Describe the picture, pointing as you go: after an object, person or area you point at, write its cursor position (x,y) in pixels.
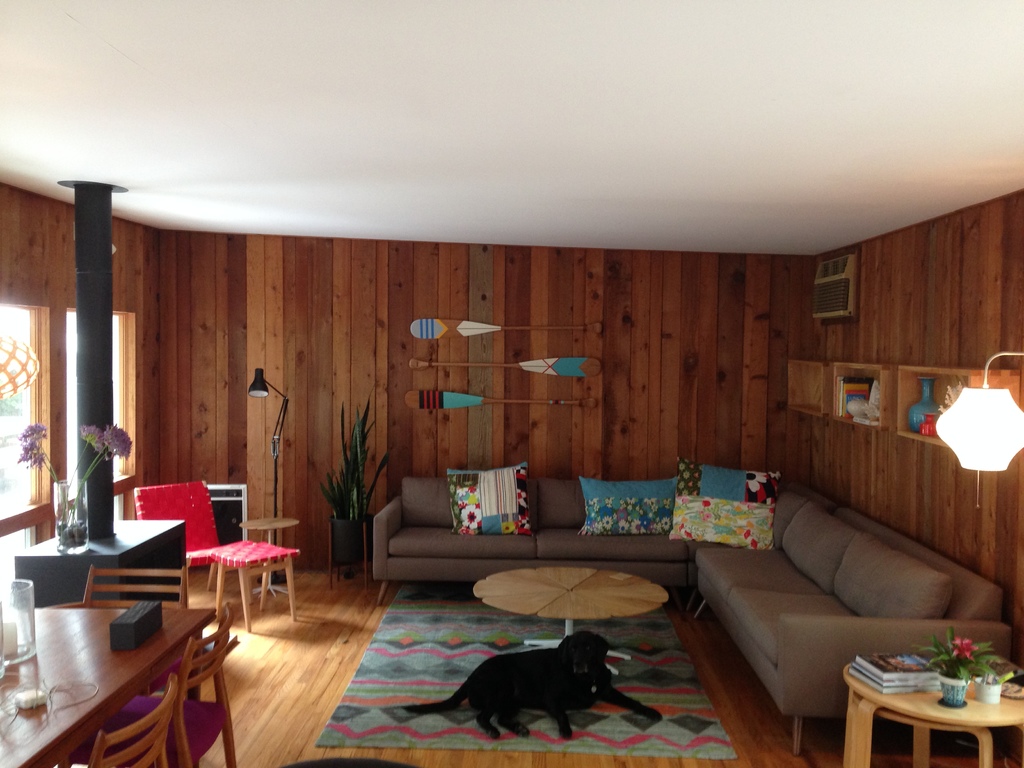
In this image I can see sofas (509,552) and few cushions (485,517) on it. I can also see tables (638,612), few chairs (175,505), a dog (543,672), a lamp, a plant (355,512) and few books (894,692) on this table (937,718).
